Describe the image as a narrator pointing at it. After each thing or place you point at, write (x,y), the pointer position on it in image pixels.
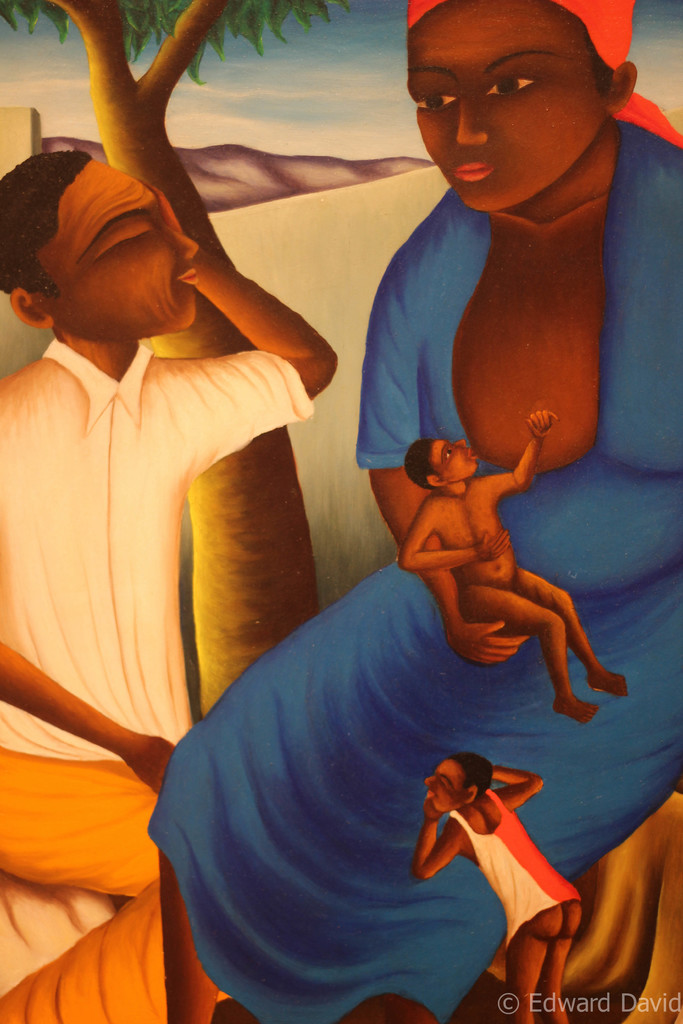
In this image we can see a painting (229,814) in which we can see people (441,646), tree (209,7), hill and the sky (191,143). Here we can see the watermark (509,998) on the bottom right side of the image (582,1006).
